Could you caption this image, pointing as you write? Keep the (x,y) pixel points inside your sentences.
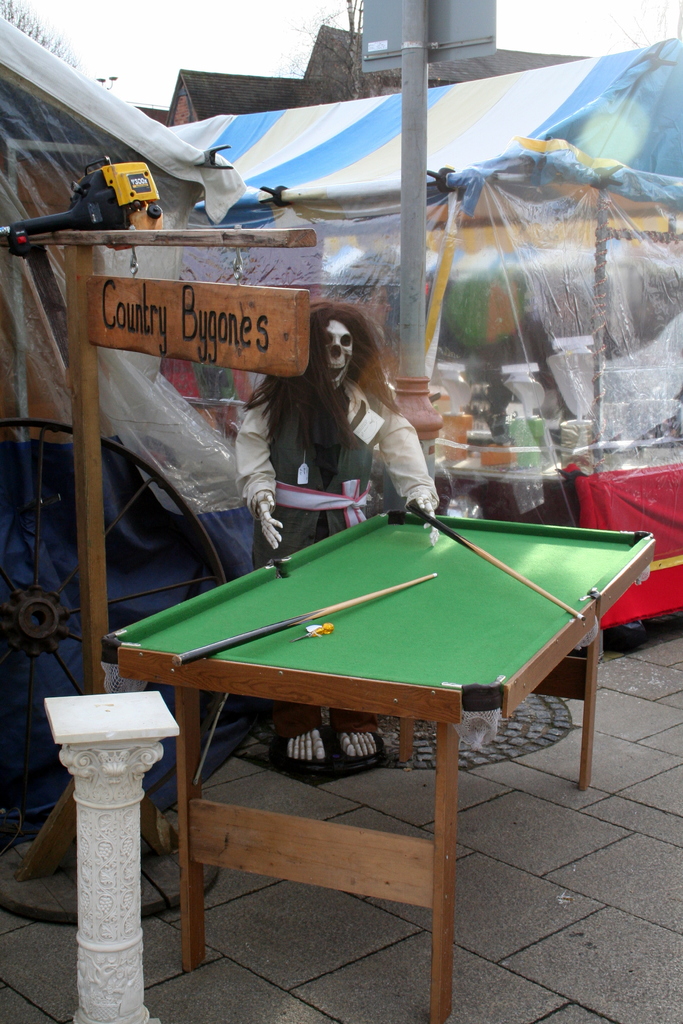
In this image in the center (309,407) there is one toy (299,549) and beside that toy (289,383) there is one table (481,711) and one pole (109,742) is there, and on the background (198,132) there are some tents (209,143) and on the right side (512,278) there is one plastic cover (538,264). And on the left side (87,220) there is one toy (114,187) and on the top (134,46) there is sky (187,27) and some buildings (258,78) are there and in the center (405,350) there is one pole (411,22) and board (461,9) is there.
